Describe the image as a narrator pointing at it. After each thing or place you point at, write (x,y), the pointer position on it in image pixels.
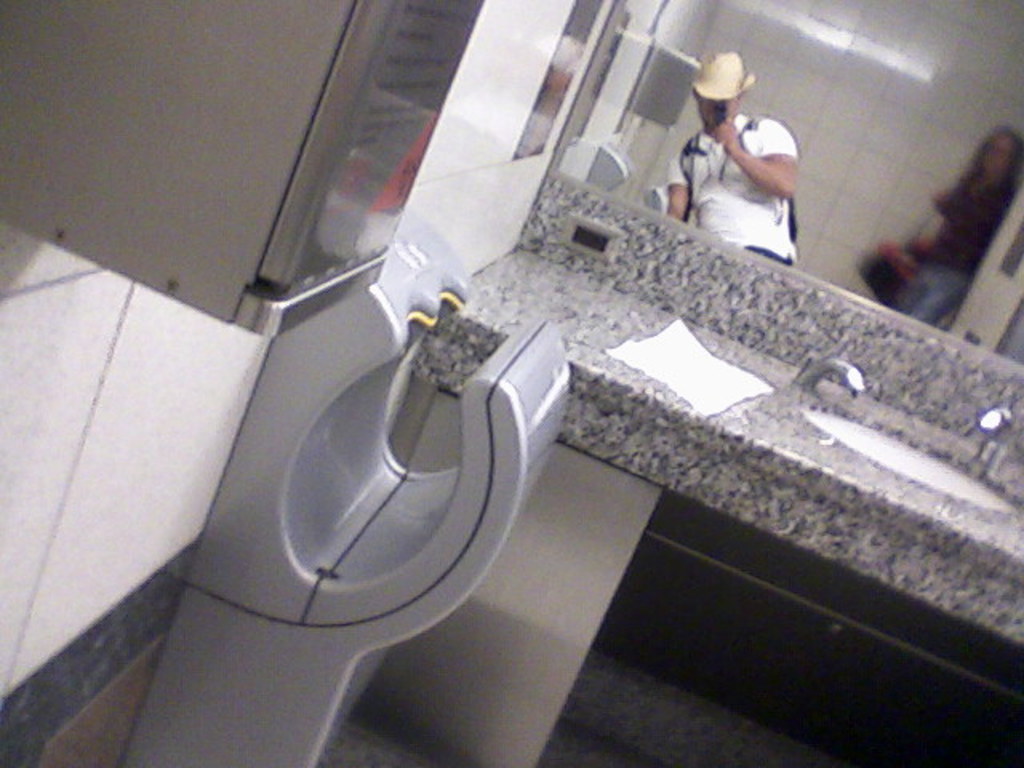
There is a hand dryer (383,478) attached to the wall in the left corner (304,506) and there is a wash basin (898,457) in the right corner (862,446) and there is a mirror (866,173) above it which has a person (753,186) holding a mobile phone (717,118) in his hand (734,133) is seen on it.
